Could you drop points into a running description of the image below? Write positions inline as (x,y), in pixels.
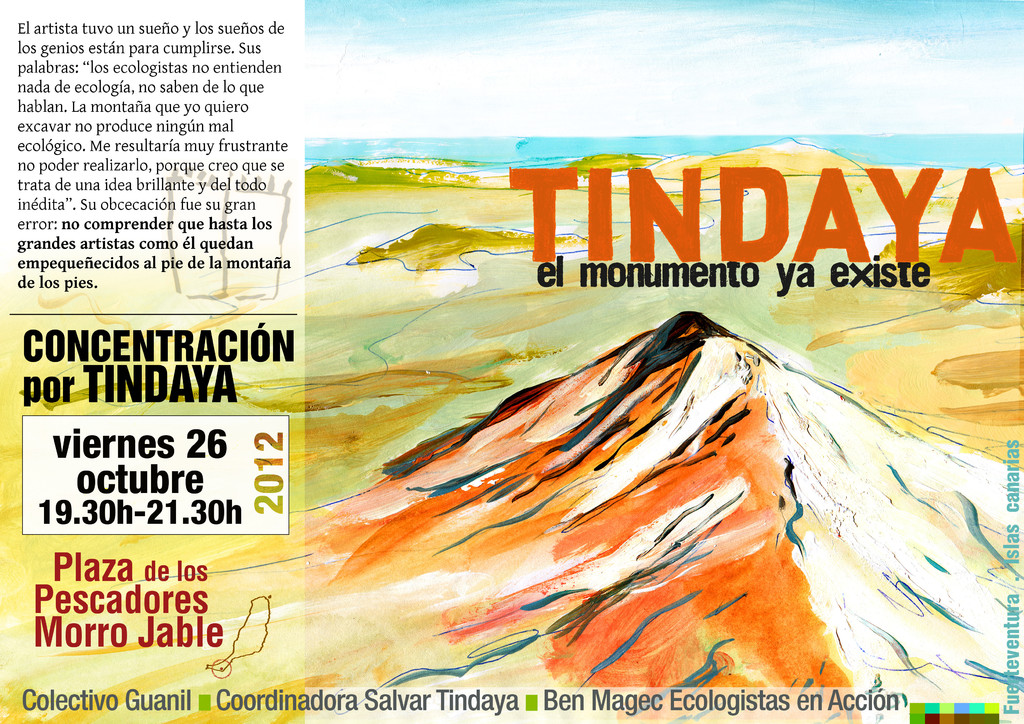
In this image there is a poster (245,543), on that poster (317,507) there is some text (364,709) and land (724,322), the sea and the sky (709,134).
